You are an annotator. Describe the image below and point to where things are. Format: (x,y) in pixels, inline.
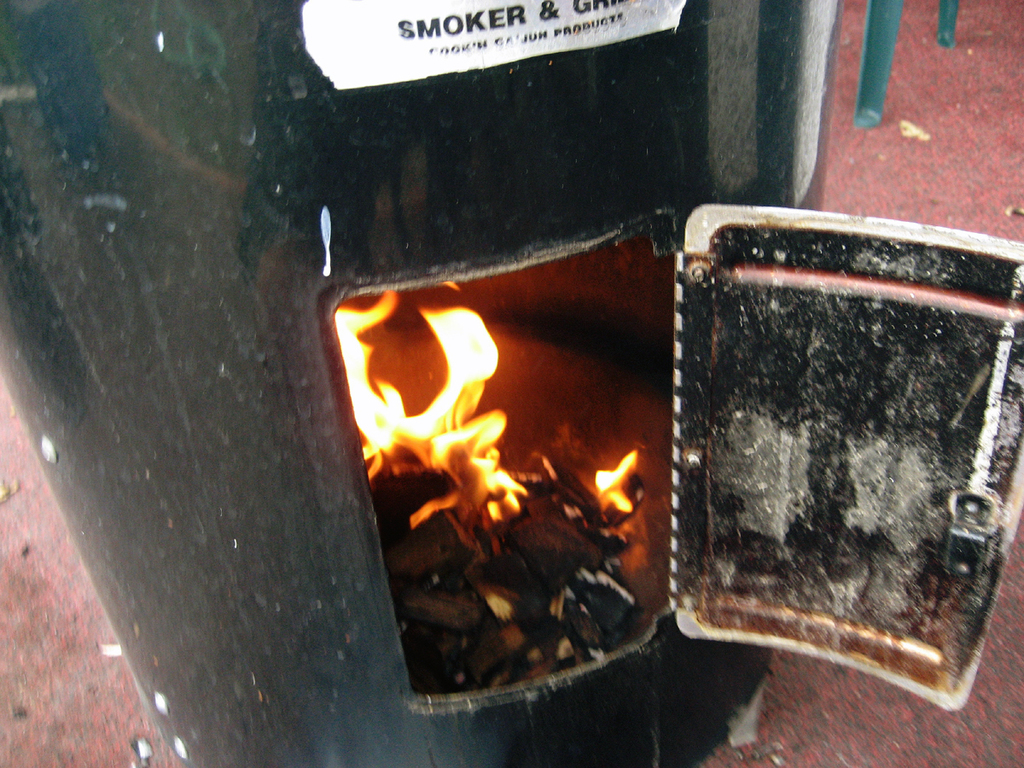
In the image we can see a smoker (517,450), this is a flame (459,419), wood (439,551) and a text (432,33).
